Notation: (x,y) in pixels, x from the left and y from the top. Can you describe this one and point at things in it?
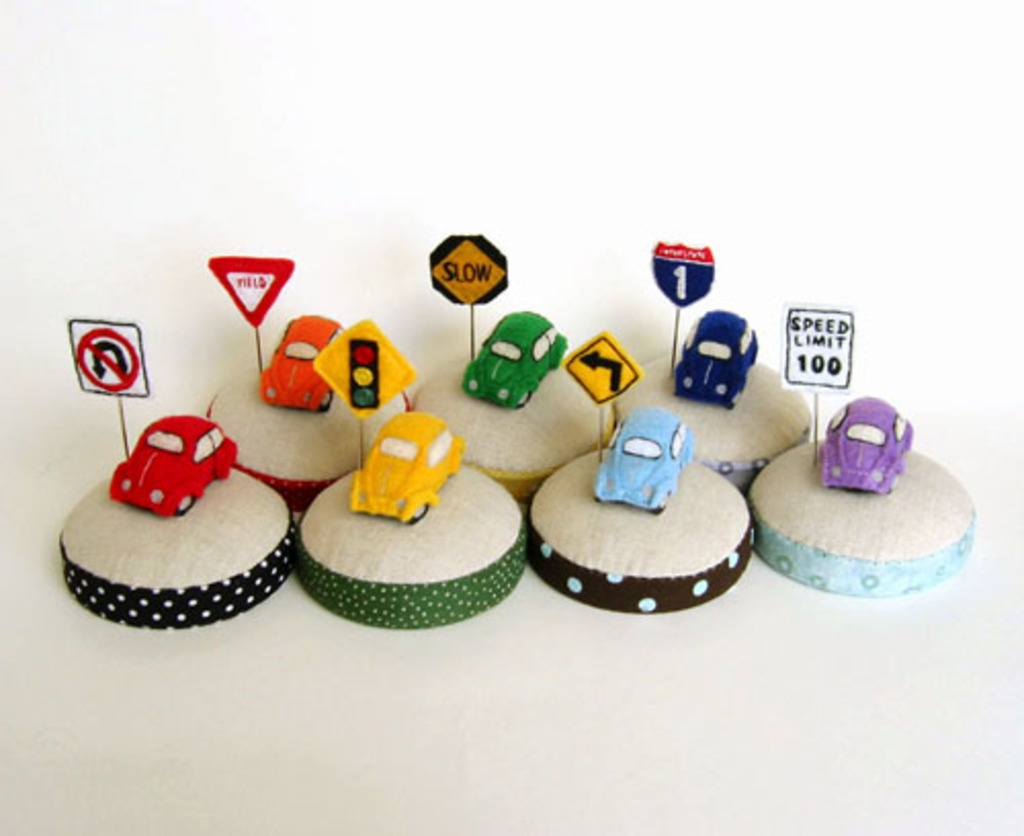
In this image there are toy cars (660,490) on the mini cushions (473,427) with the signal lights (372,347) and sign boards (141,346) on it.
